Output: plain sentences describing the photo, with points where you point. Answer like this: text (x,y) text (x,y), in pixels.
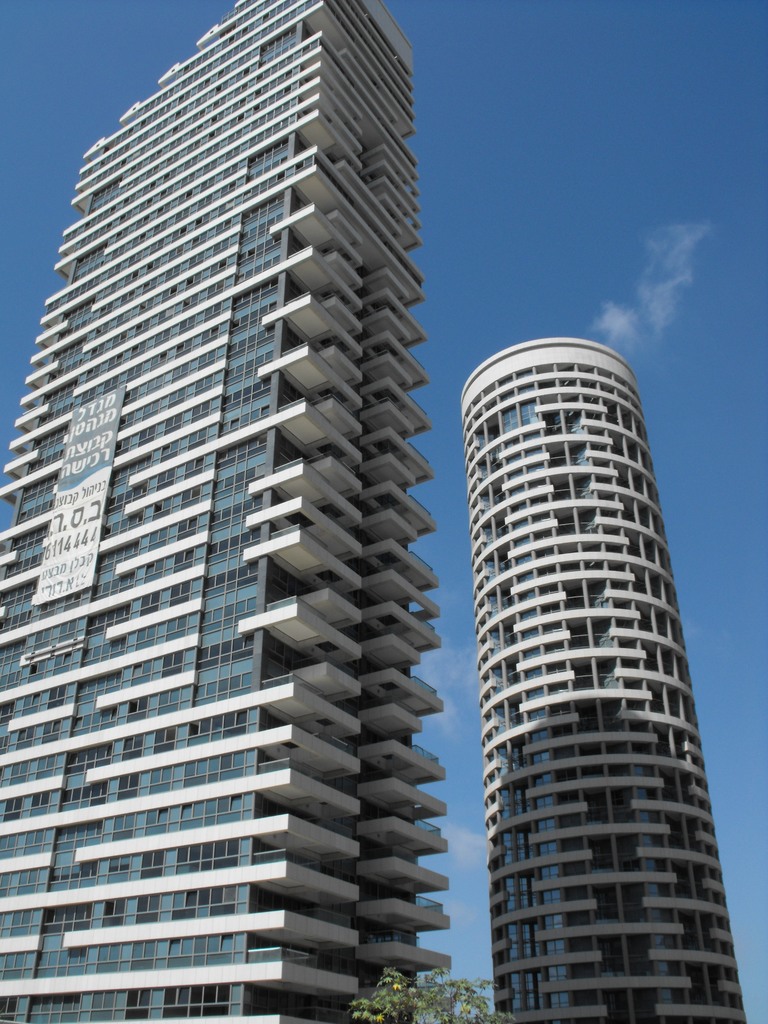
In this image we can see two buildings (244,586) with glass windows (140,680), behind sky (618,217) is there.
